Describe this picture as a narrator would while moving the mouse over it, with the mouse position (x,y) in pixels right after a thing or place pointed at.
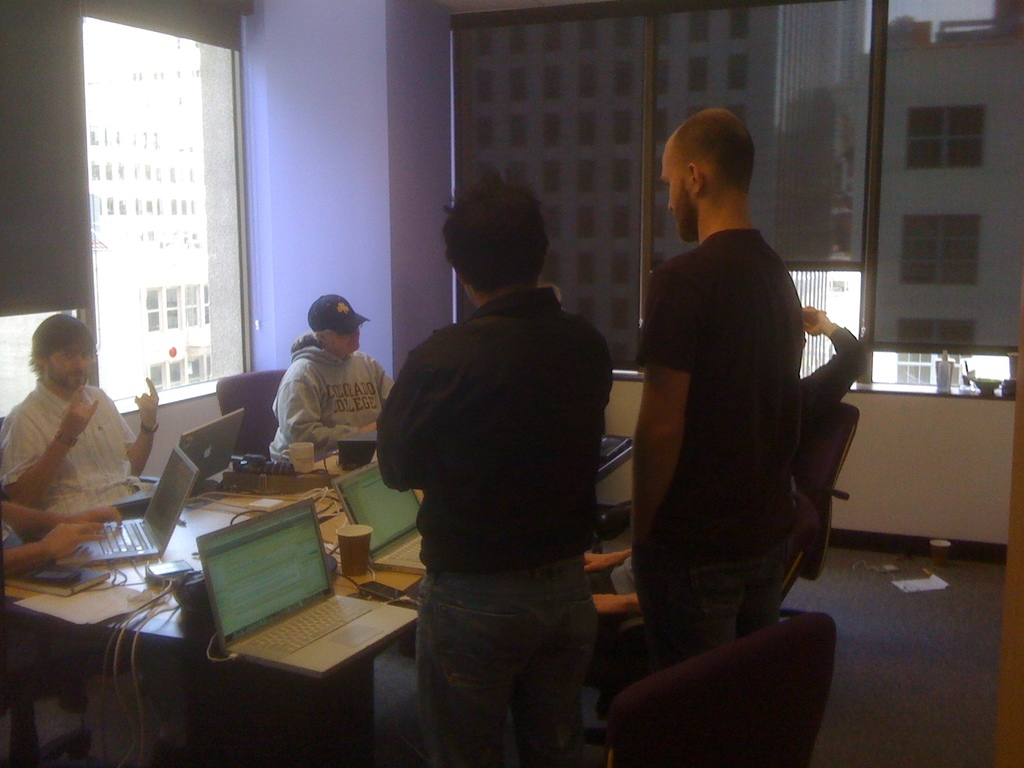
This is a picture taken in a room (355,279), there are a group of people (285,393) some are sitting on a chair (254,417) and some are standing on the floor (942,631) in front of this people (329,340) there is a table (113,617) on the table (131,630) there is a book (73,581), paper (107,611), laptop (285,597), cup (355,565) and cables (167,597). Background of this people (43,373) is a glass window (171,339) and a wall (321,119).
